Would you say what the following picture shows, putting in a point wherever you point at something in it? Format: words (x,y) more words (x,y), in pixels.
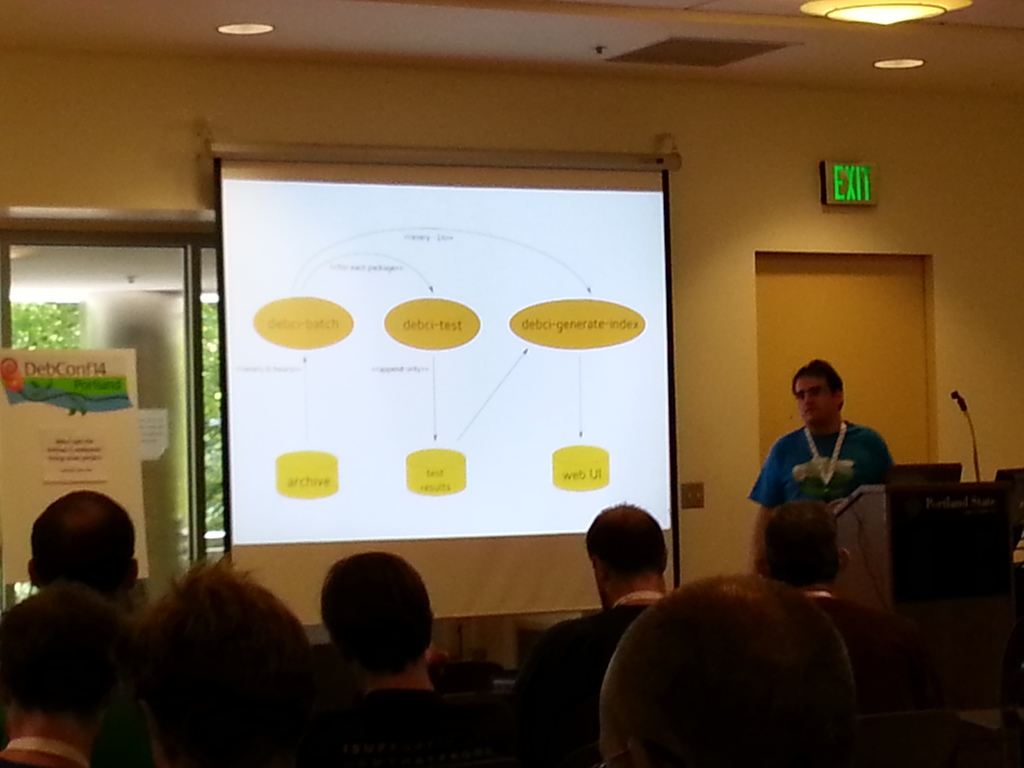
In this image we can see few persons (735,614) are sitting on the chairs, a person (874,474) is standing, and he is wearing an access card (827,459), in front of him there is a podium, there is a mic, there is a poster (102,395) on the glass wall (150,346), we can also see the screen (450,424) with some texts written on it, we can see ceiling lights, door (909,346) and an exit board (827,191).
